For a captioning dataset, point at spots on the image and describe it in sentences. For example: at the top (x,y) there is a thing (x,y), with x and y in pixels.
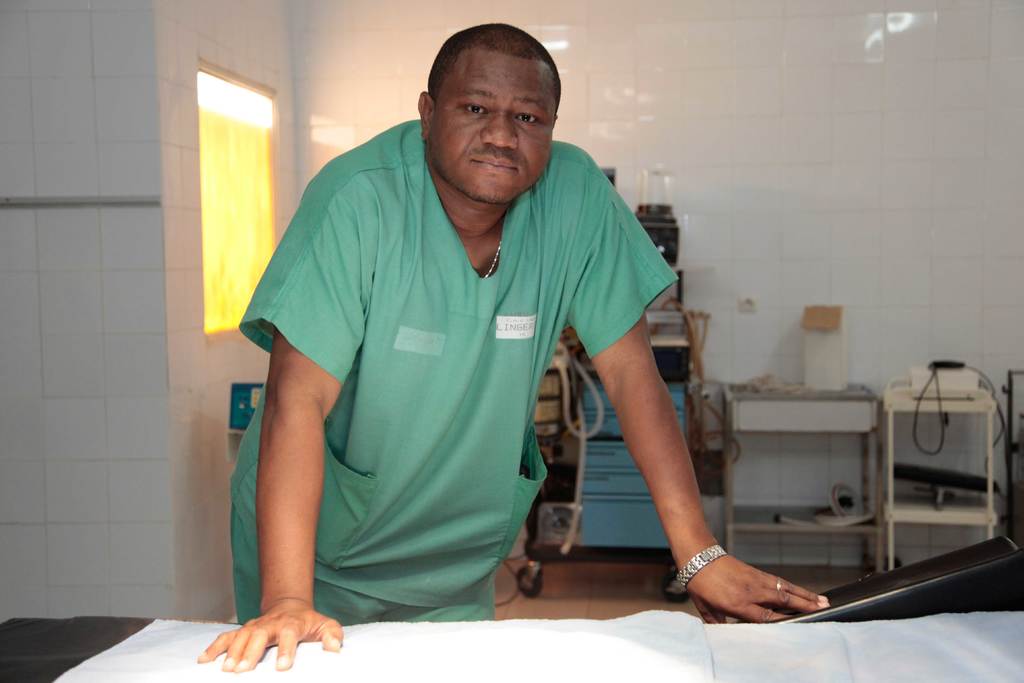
In the center of the image (468,455) we can see a person (422,501) is standing and he is in a different costume (346,427). In front of him, we can see some object (29,645). On that object (44,641), there is a cloth (605,666). In the background (40,251) there is a wall (346,129), window (269,214), tables (863,422) and a few other objects (917,392).
